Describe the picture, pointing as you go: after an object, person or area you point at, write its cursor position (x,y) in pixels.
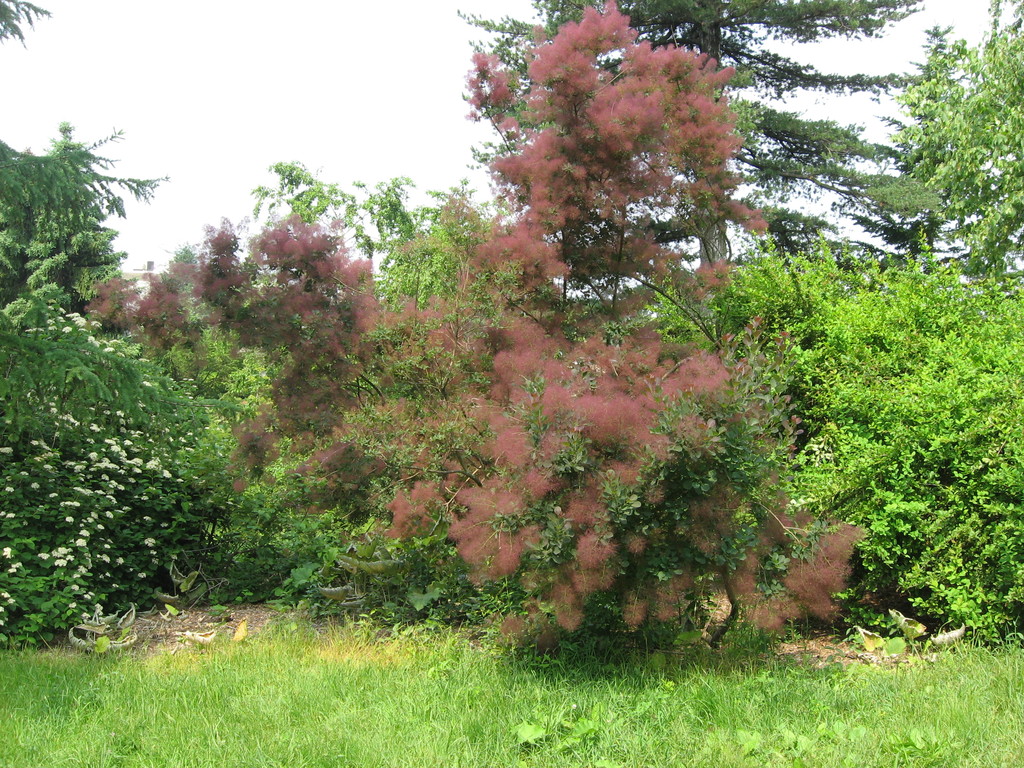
On the ground (335,717) there is grass (492,710). In the background (330,62) there are trees (691,318) and sky (298,64).
